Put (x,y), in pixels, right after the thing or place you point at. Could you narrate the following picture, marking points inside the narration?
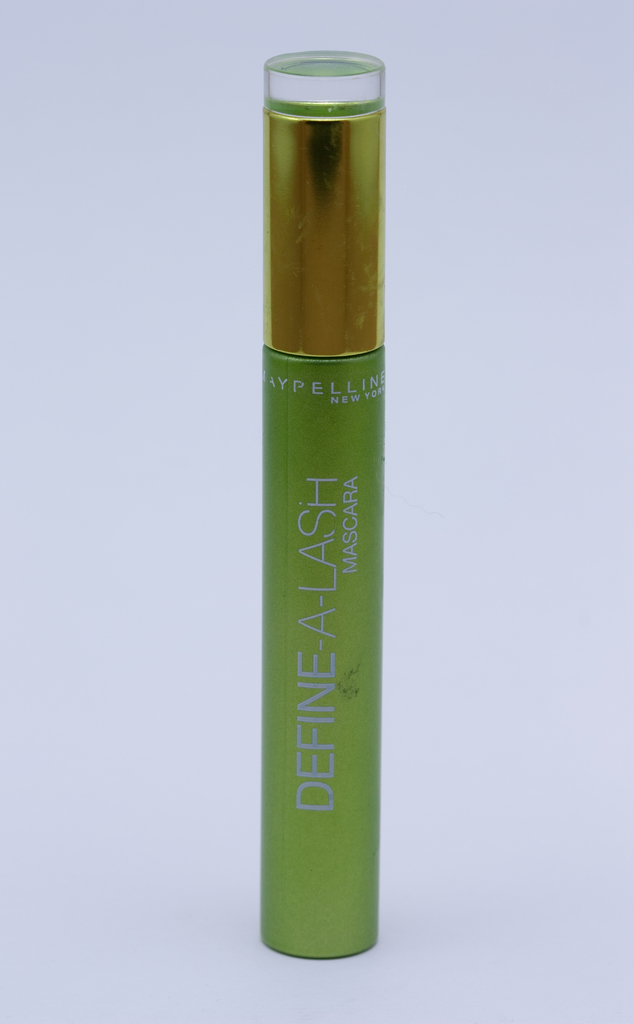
In this picture I can see cosmetics (320,292) and a white color background (433,291).
